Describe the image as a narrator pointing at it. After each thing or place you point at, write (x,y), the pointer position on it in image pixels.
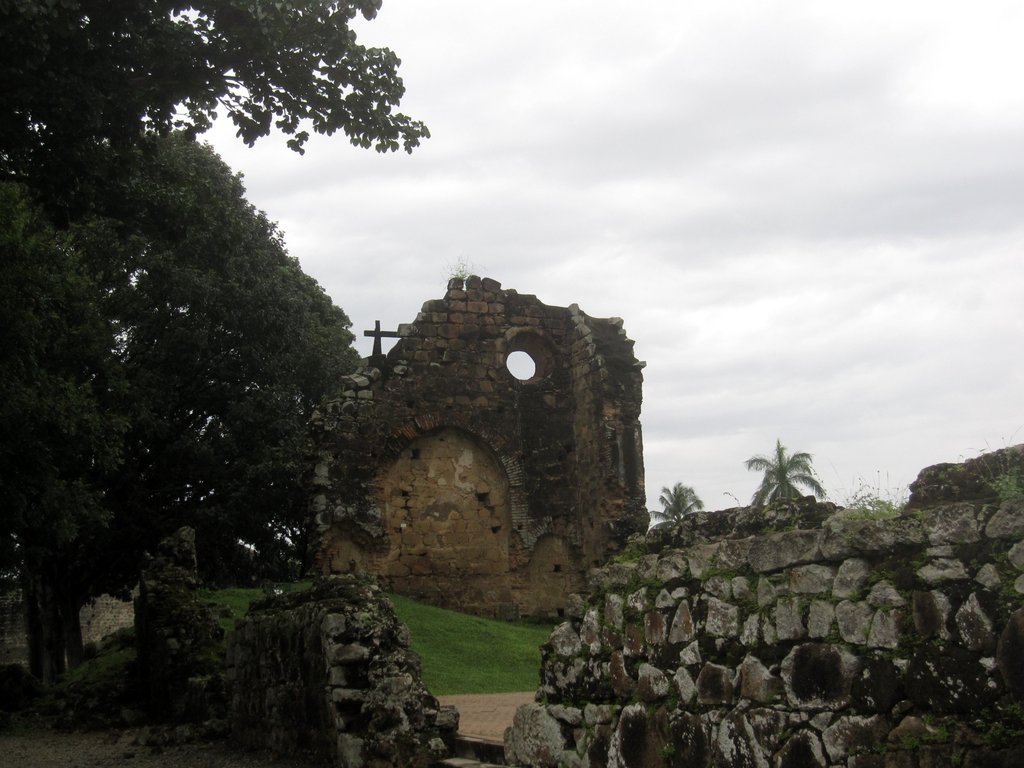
In this picture we can see a place (311,636) made of bricks (505,420) and rocks (521,408) surrounded with greenery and trees (138,388). Here the sky (492,158) is gloomy.
